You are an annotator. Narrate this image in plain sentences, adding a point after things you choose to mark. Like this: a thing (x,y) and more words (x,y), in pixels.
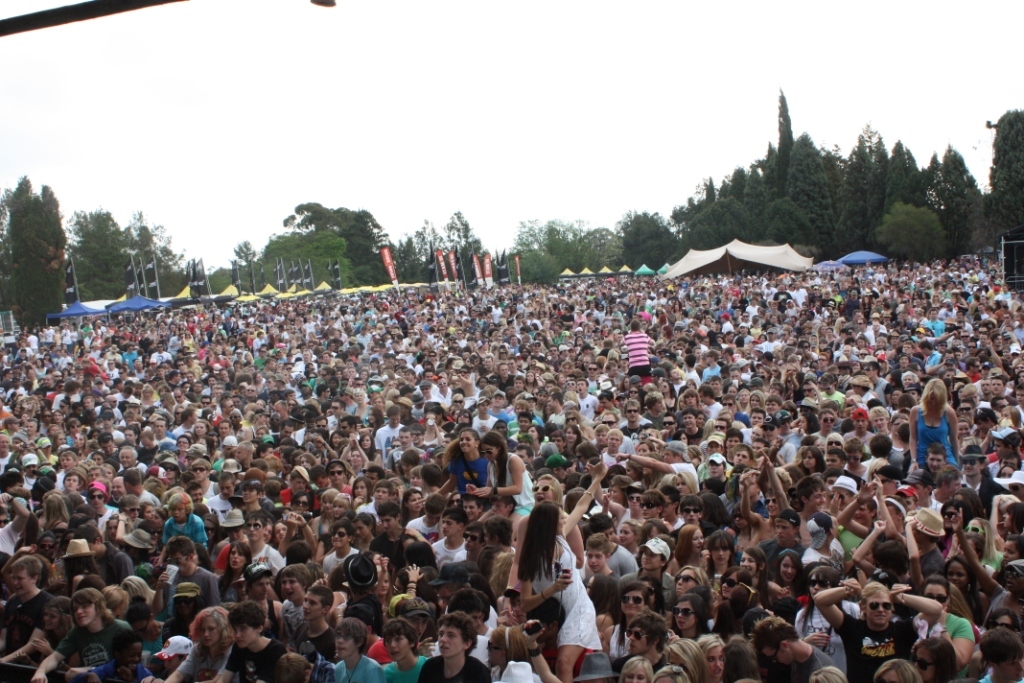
In this image we can see group of persons (872,461), some persons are carrying women (533,560) on their shoulders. In the background (461,273), we can see some banners (488,273) with some text (202,283), a group of trees (815,257), tents (775,268), speakers (1020,252) and the sky (460,155).
